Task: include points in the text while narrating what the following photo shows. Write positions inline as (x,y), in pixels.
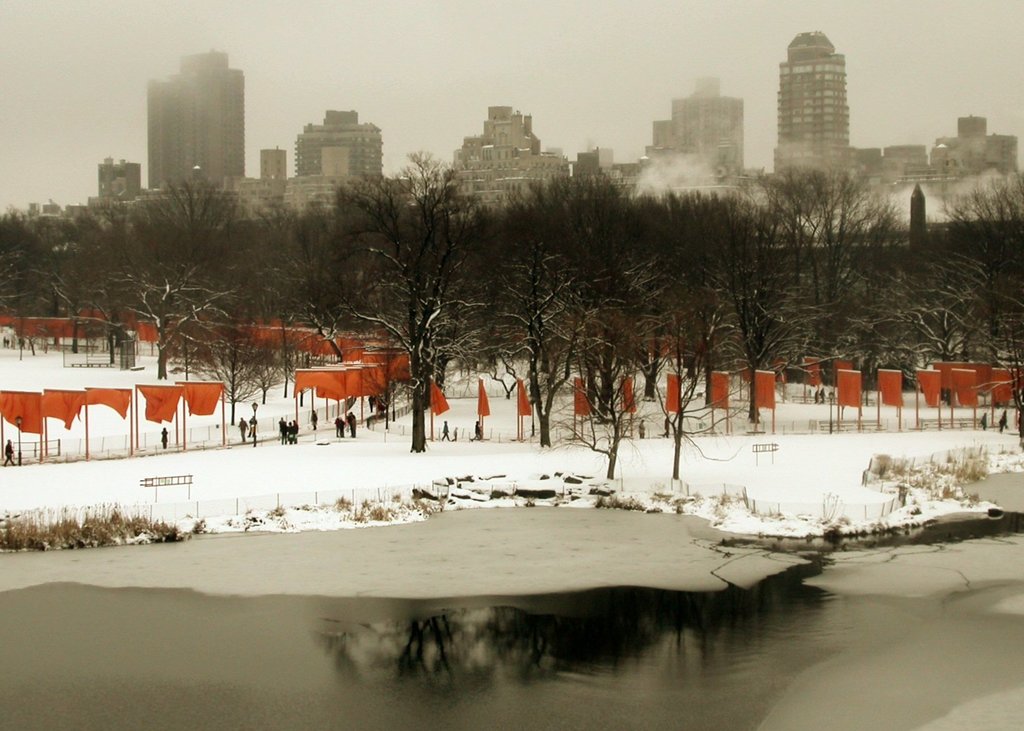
In this image I see the water (634,593) in front (27,687), snow (3,479) over here, lot of trees (1022,295), flags (297,345) and few people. In the background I can see lot of buildings (309,211).
